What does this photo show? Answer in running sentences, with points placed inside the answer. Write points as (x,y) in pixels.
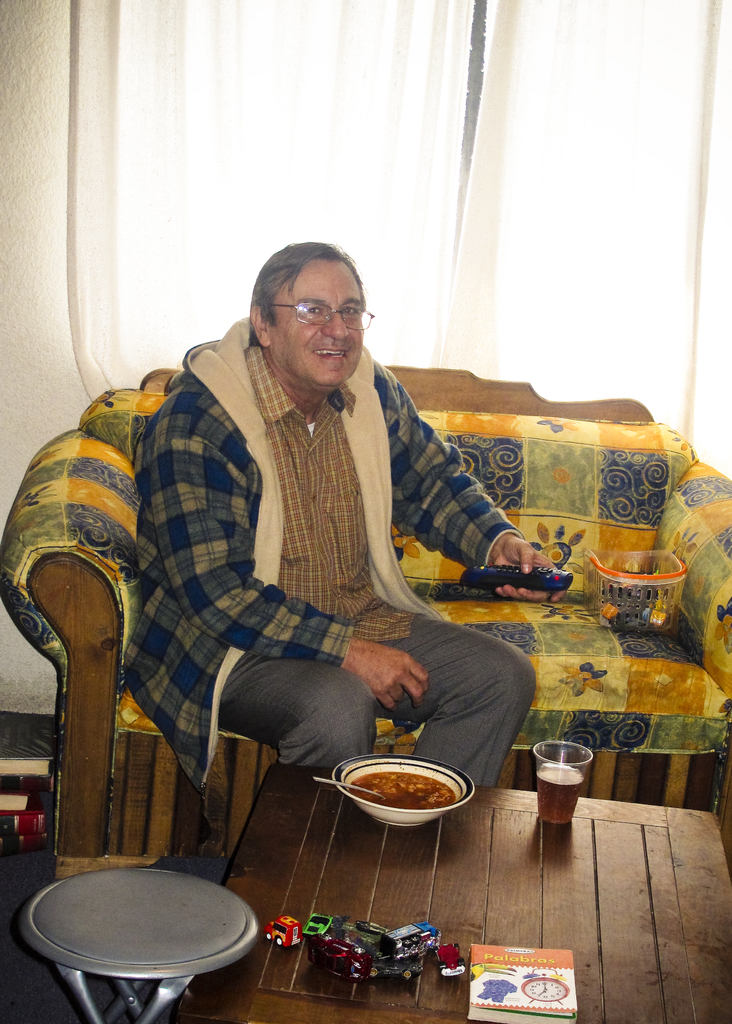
As we can see in the image there is man (358,510) sitting on sofa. In front of man (353,622) there is a table (438,992). On table (418,1000) there is a book (528,996), bowl (411,795) and glass (560,775).
